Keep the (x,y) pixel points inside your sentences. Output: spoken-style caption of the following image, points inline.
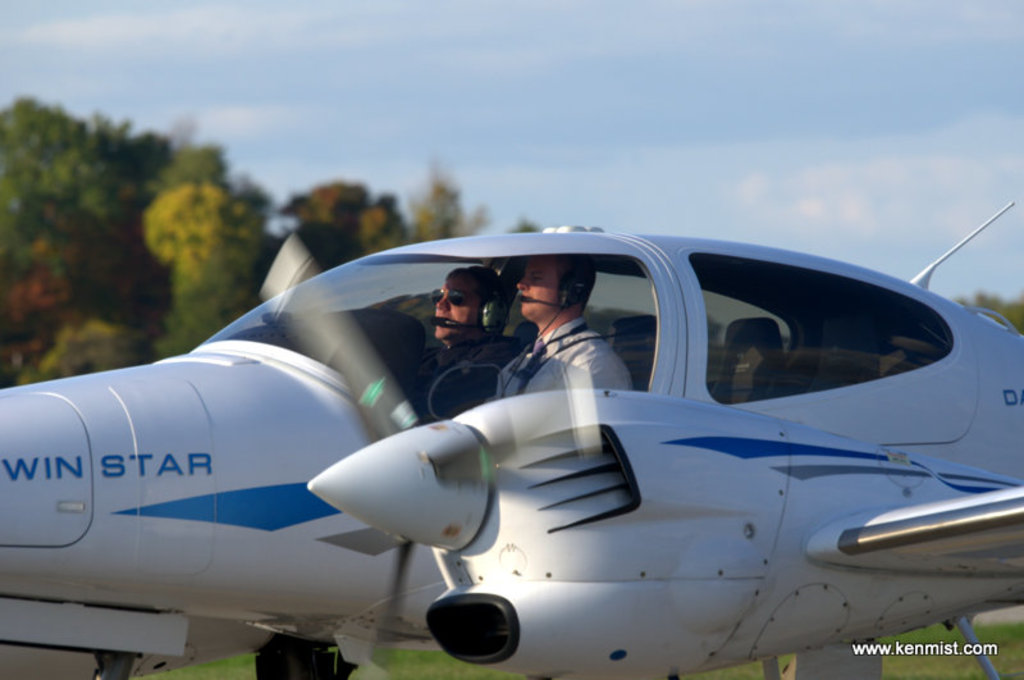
This image consists of an airplane (559,491). It has wheels (306,663), wings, propeller (406,521). There are two persons (441,341) sitting in that. There are trees (163,228) on the left side (78,286). There is sky (374,105) at the top (279,148).
